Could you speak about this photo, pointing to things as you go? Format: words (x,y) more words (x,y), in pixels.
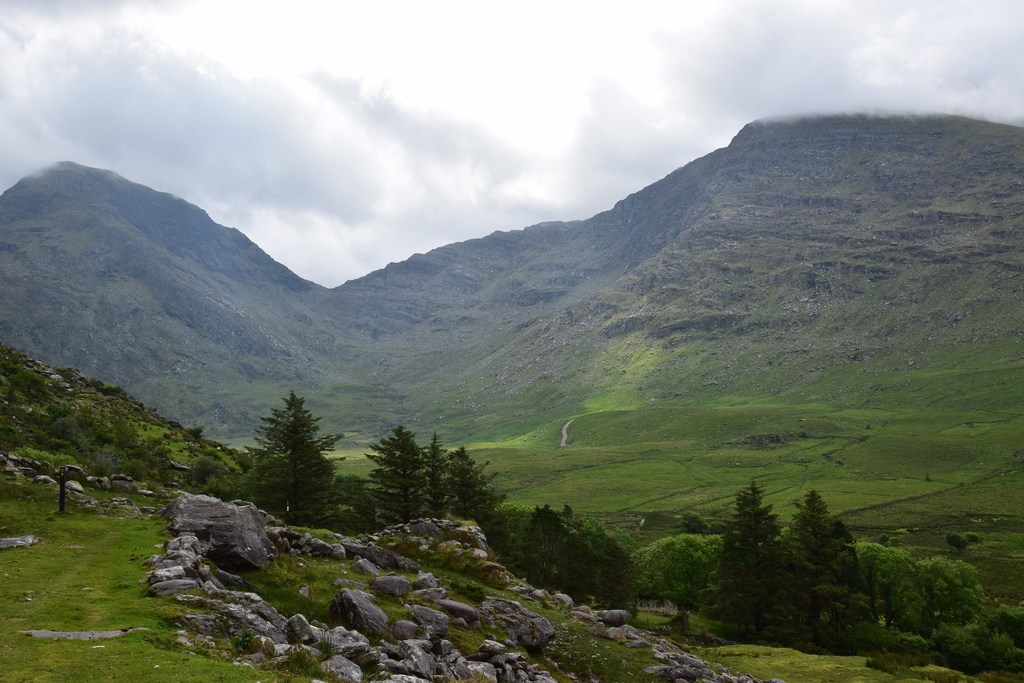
In this image in the front (304,583) there are stones (236,554) on the ground (320,615). In the center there are plants (582,538) and there's grass (647,491) on the ground (520,457). In the background (552,274) there are mountains (294,282) and the sky (586,78) is cloudy.
